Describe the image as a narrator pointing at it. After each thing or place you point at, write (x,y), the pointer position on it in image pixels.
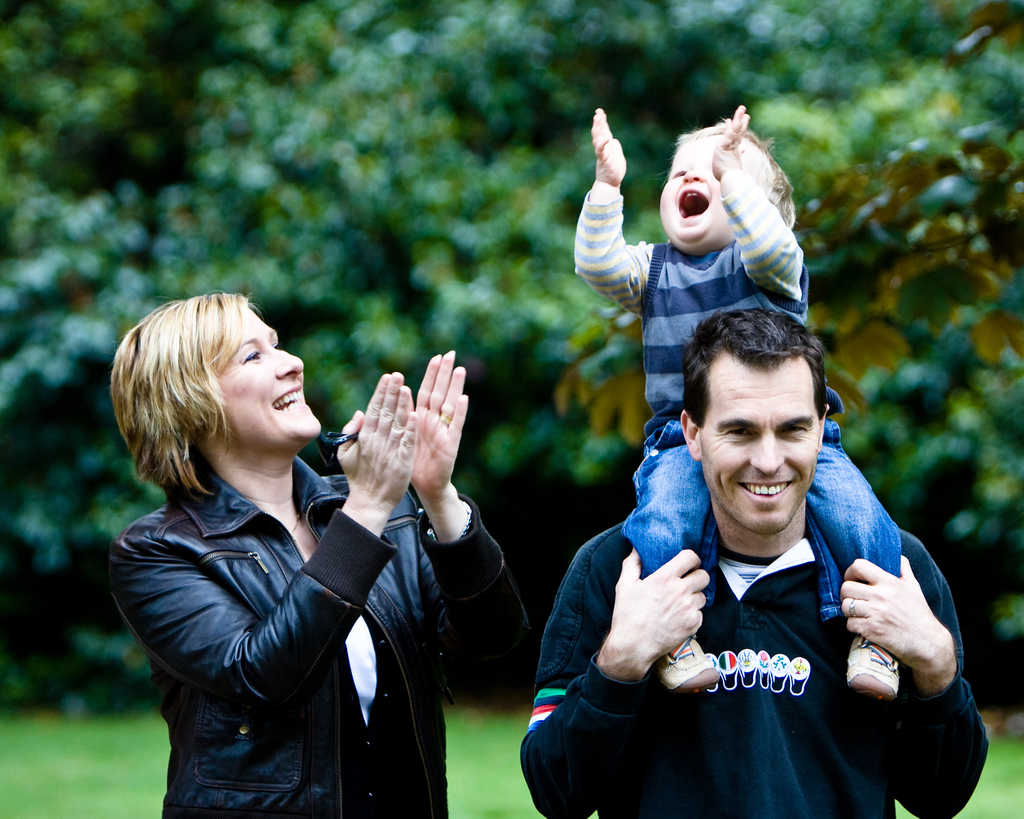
In this image we can see a woman (259,627) wearing black jacket (452,548) and this person (808,629) wearing T-shirt (771,728) is carrying a child (668,440) and they all are smiling. The background of the image (971,590) is blurred, where we can see the grass (101,770) and trees (116,682).
